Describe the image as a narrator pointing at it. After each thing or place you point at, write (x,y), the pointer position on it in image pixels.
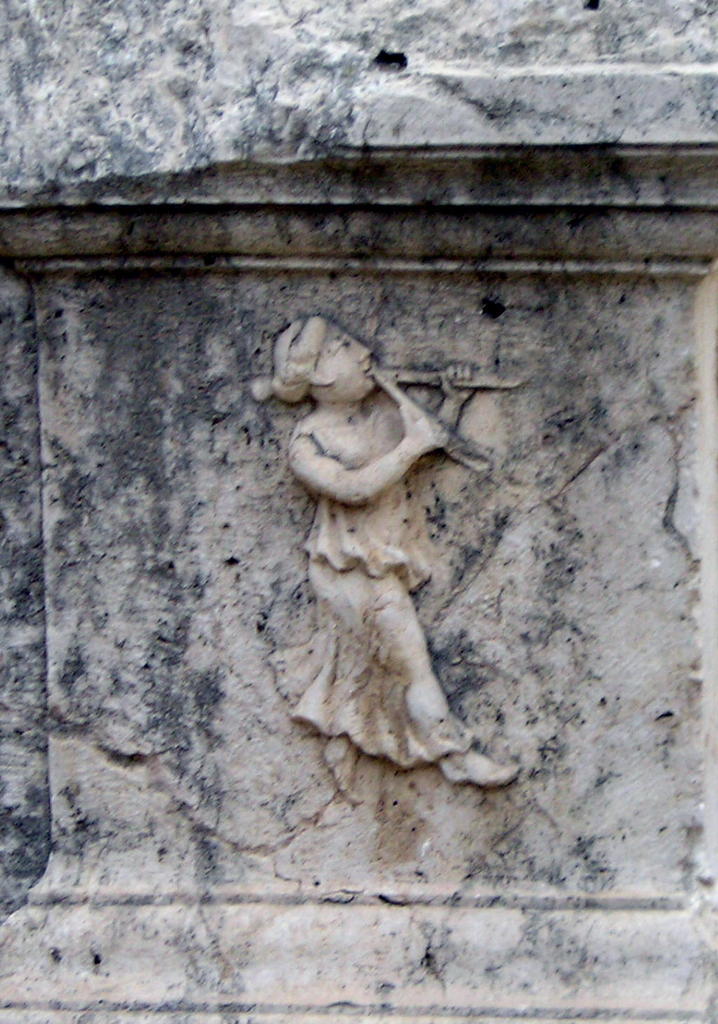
In this picture I can see sculpture (334,713) on the wall (25,606).
